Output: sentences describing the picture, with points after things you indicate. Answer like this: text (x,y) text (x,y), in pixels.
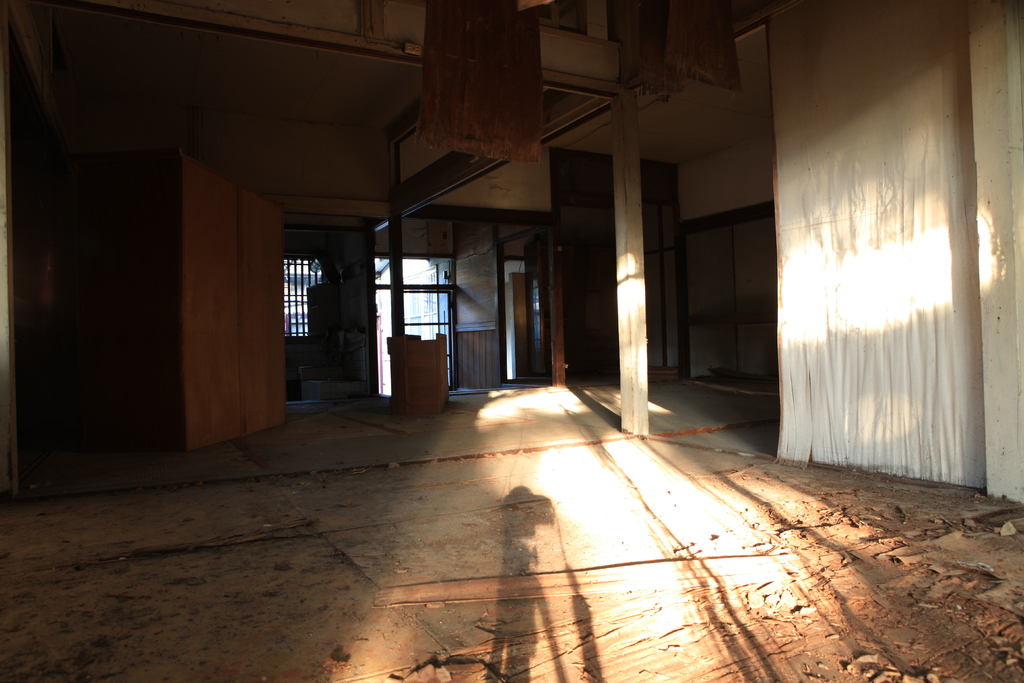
In this image we can see saw dust (857,545) on the floor (570,548), doors (451,284) and windows (438,281).
